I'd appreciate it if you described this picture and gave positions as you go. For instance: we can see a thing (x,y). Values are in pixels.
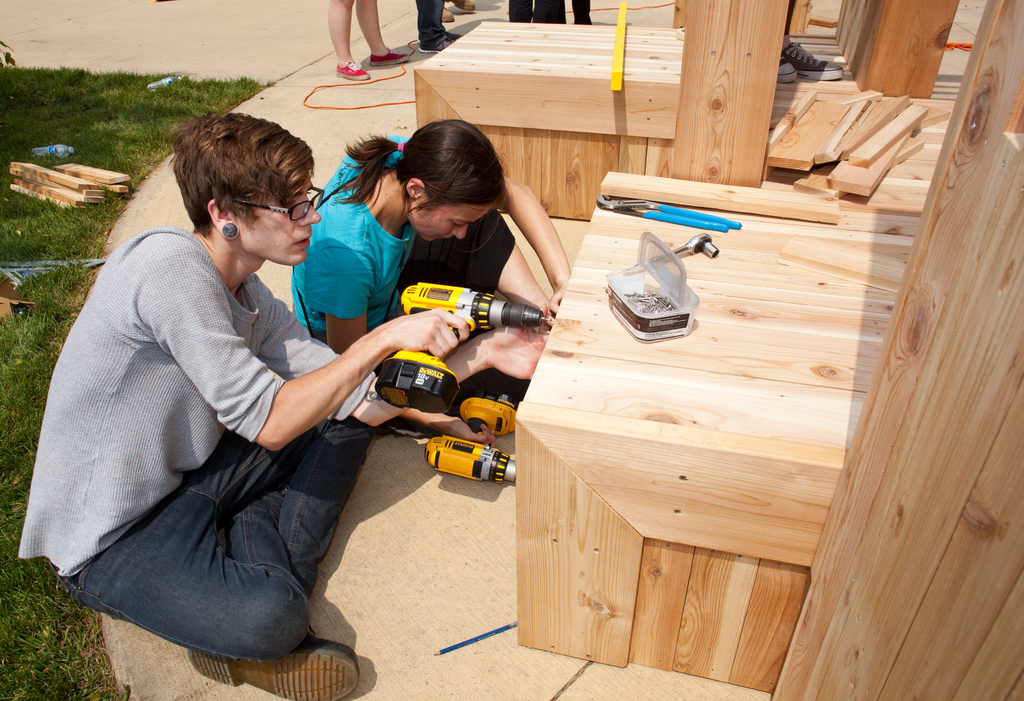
In this image we can see two people (308,659) sitting on the ground (416,508), one holding the handheld power drill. We can also see a pencil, grass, wooden pieces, bottles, some people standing and some objects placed on the wooden surface (816,451).
